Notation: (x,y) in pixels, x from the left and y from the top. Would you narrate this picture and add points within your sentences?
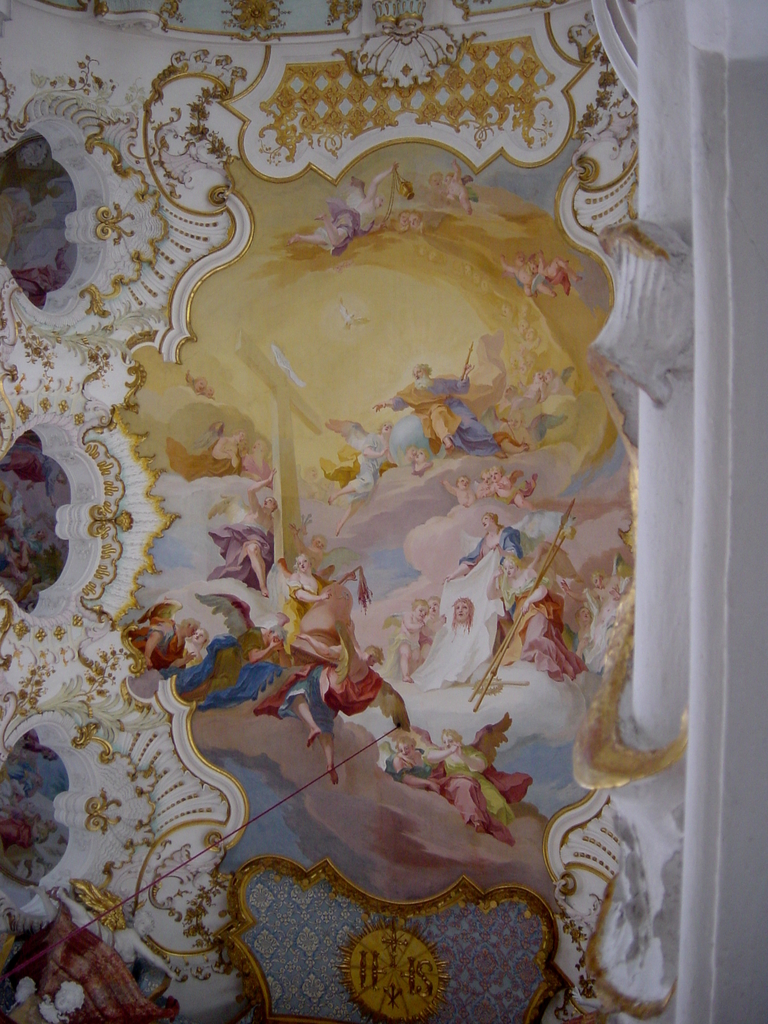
Here we can see a painting (463,503) on the wall (599,159).
